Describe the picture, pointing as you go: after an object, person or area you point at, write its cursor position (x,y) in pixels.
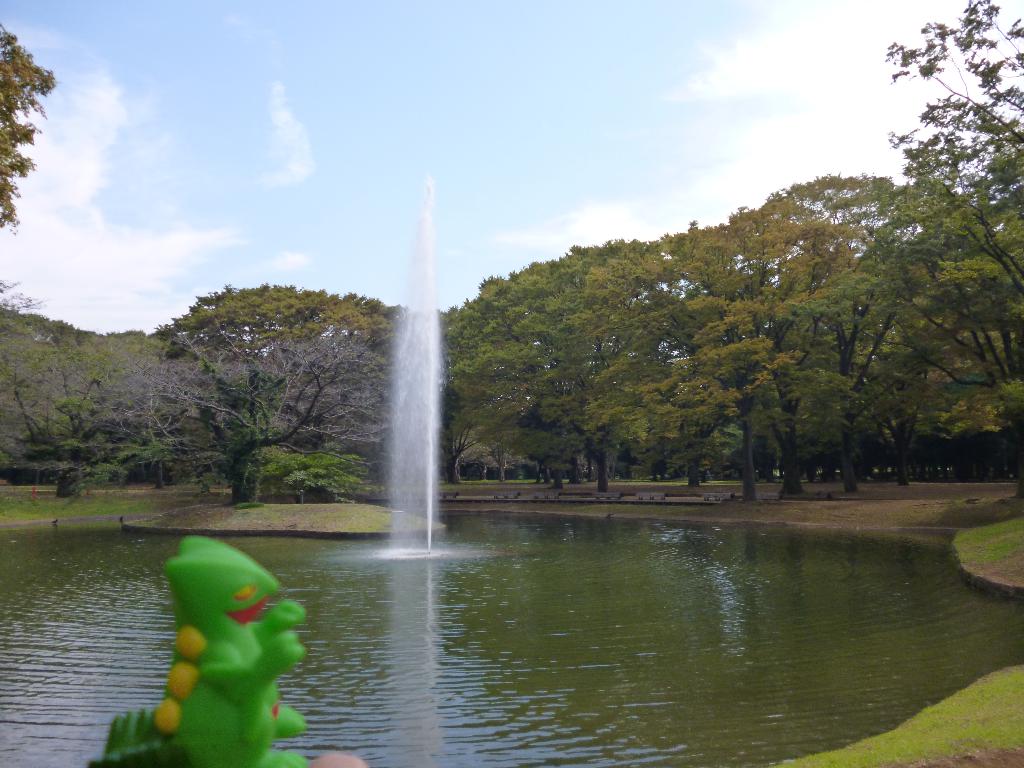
In the picture we can see a pond (701,724) and water (709,726) with a fountain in it and around the pond (469,572) we can see a grass surface (934,717) with trees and in the background (190,212) we can see the sky (187,185) and clouds (100,245).
